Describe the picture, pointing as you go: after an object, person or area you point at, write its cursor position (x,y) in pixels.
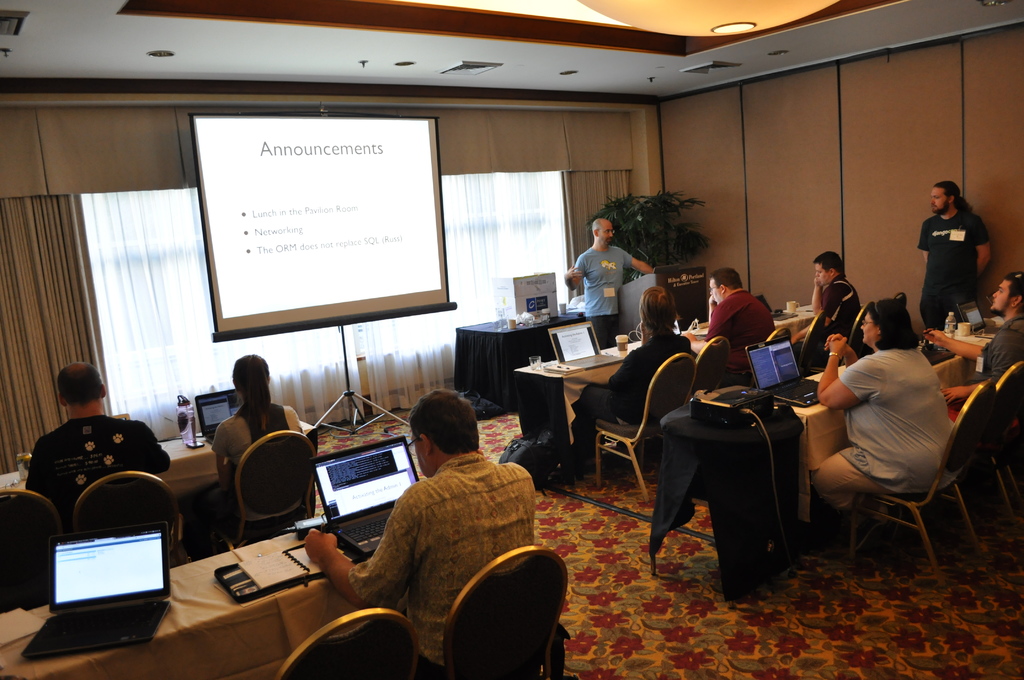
In this image I can see group of people (52,496) sitting on the chairs (39,510). I can also see few laptops (93,618), books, cups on the table (255,659), in front I can see the person (579,286) standing wearing blue shirt (600,310), black color pant (607,329). I can also see a projector screen (292,207) and curtains (112,295) in gray color.
